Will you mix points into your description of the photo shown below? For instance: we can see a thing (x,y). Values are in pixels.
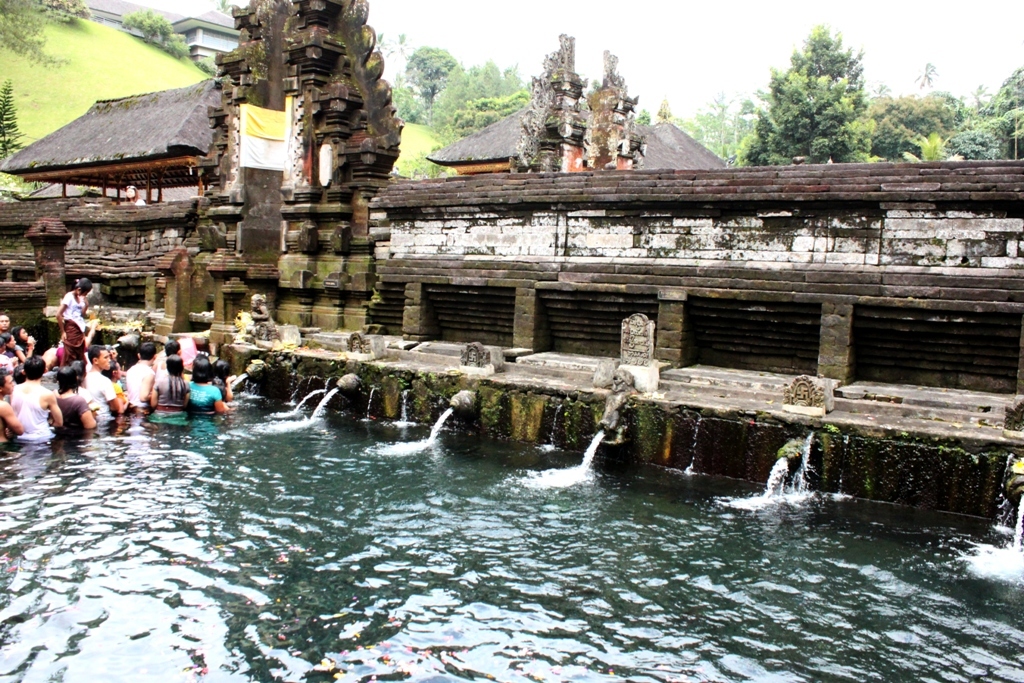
As we can see in the image there is water (476,503), group of people (199,366), buildings (198,154), grass (94,96) and trees (773,110). At the top (636,38) there is sky (604,11).
